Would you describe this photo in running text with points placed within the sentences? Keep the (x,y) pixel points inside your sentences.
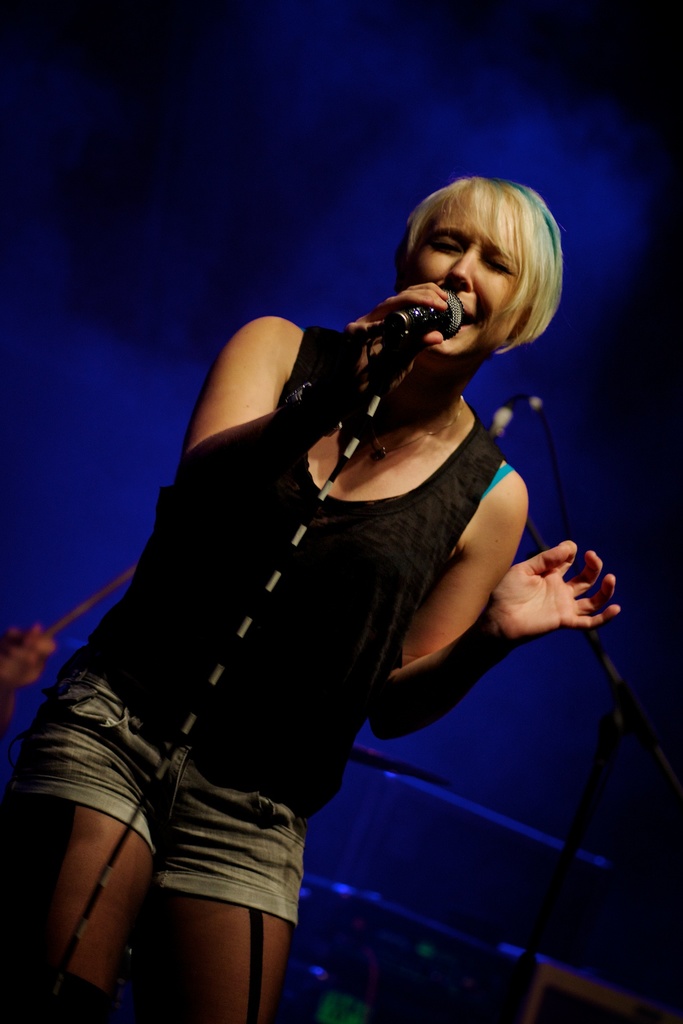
In the center of this picture (422,560) we can see a woman (370,537) wearing black color t-shirt (295,625), standing, holding a microphone (449,319) and seems to be singing and in the background (40,651) we can see the hand (40,660) of a person (40,638) holding some object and we can see the musical instruments (462,964) and some other objects (633,698).
